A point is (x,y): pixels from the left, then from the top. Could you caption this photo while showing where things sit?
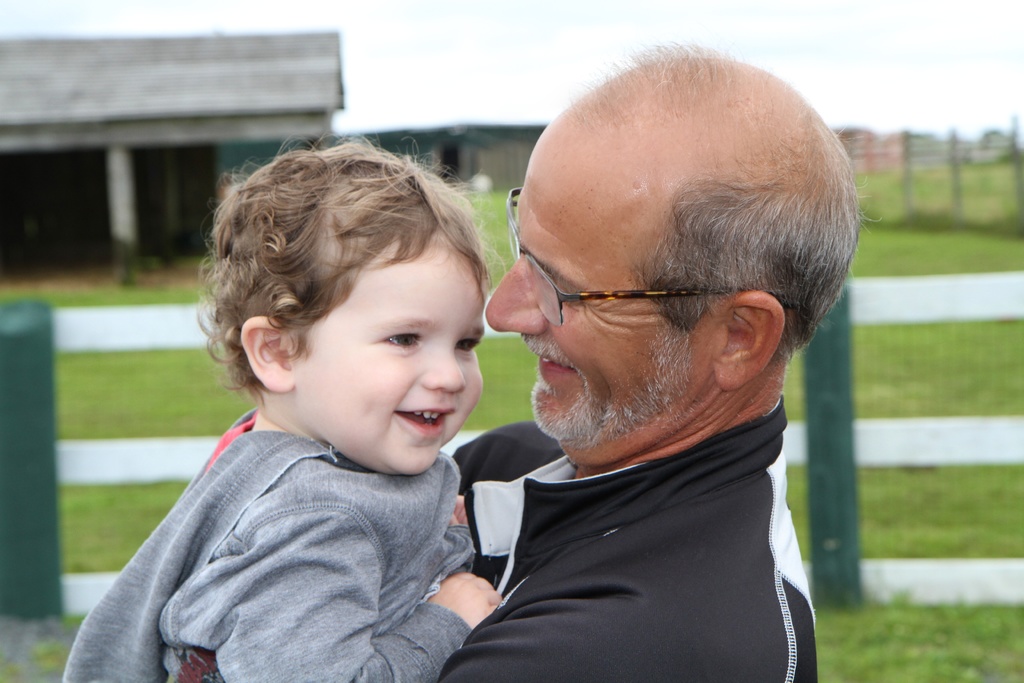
In this image we can see a person (618,539) wearing black color jacket (615,477), spectacles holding a kid (320,512) who is wearing grey color sweater (343,554) and in the background of the image (488,349) there is fencing (46,469), grass (127,491), some houses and top of the image (522,26) there is clear sky (641,18).
